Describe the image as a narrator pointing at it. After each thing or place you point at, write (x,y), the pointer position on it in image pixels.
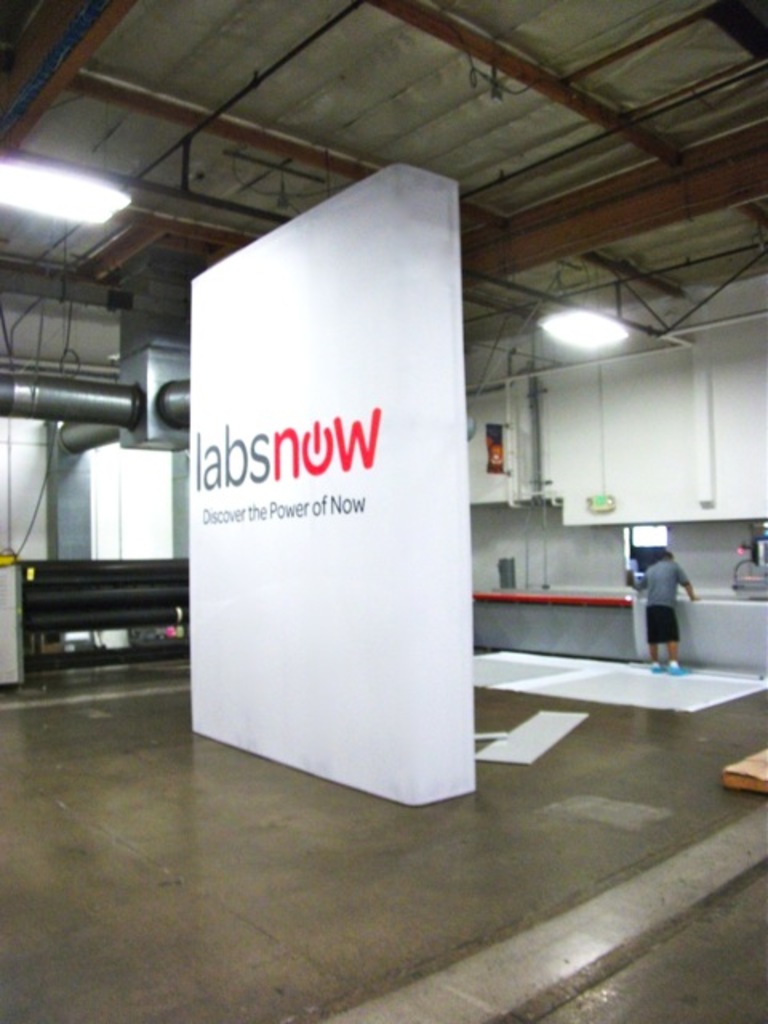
This is an inner view of a building (381,818) containing a banner (448,305) with some text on it, some papers (553,735) on the floor (522,905), a person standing beside a table (665,646), some pipes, a wall (683,466) and a roof (425,155) with some ceiling lights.
